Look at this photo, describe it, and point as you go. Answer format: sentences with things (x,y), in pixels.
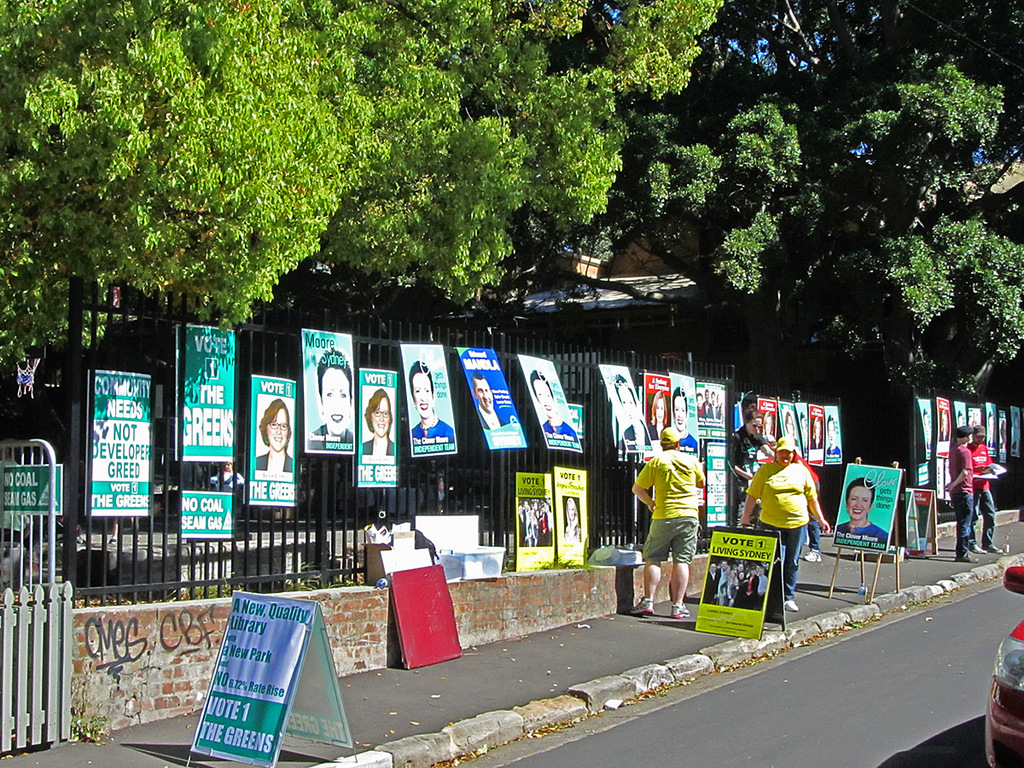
In this picture we can see a group of people (767,485) on the path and on the path (801,566) there are boards (738,559). Behind the people (685,523) there is a fence (434,498) and on the fence (339,457) there are boards (720,442). Behind the fence (836,482) there are trees (489,271), house (658,270) and a sky (763,54).
